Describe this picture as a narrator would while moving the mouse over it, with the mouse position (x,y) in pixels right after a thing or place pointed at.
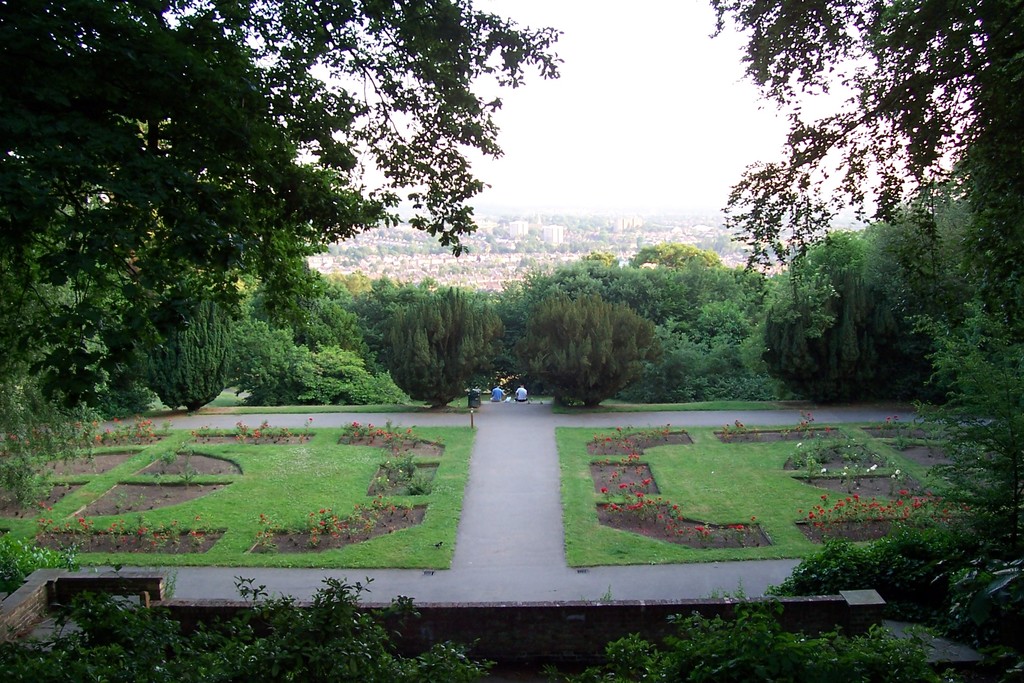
This image looks like a garden (549,447). At the bottom (437,666), we can see small plants (878,577) and green grass (730,560) on the ground (703,463). In the background (583,310), there are many trees (873,338) and buildings (356,260). At the top (605,156), there is sky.
